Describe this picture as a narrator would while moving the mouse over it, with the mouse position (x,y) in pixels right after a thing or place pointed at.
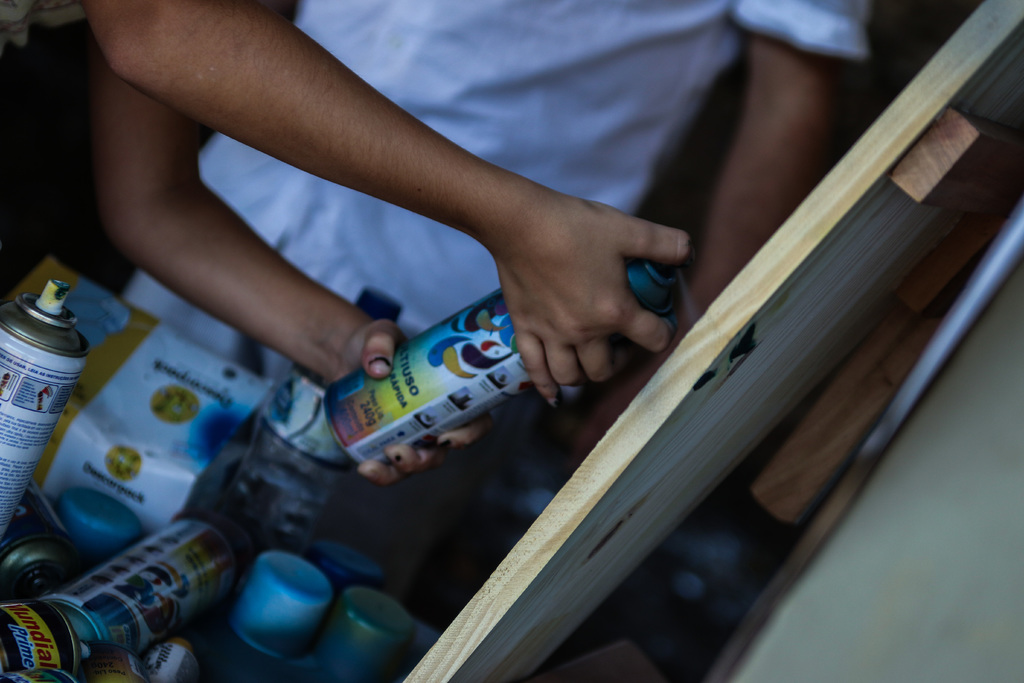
In this image i can see a person (579,363) holding an object (460,319) and behind him i can see a person (631,122) and some other objects (275,586).
